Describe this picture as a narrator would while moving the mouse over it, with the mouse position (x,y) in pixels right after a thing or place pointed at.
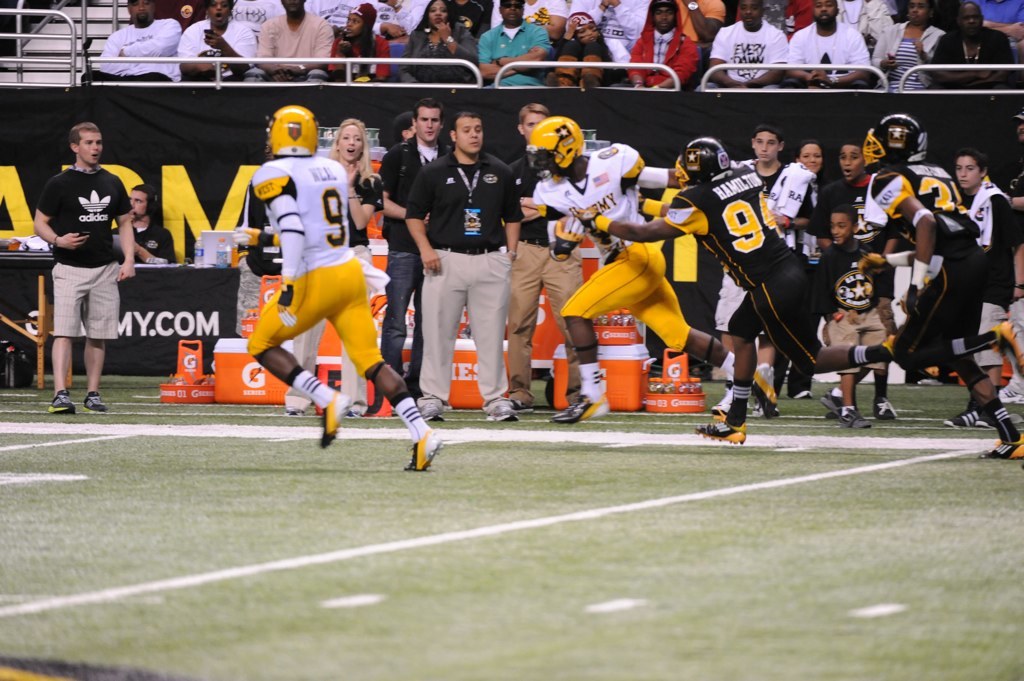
In this image I can see a ground (416,510) in the front (468,501) and on it I can see few people (274,200) are running. In the background (460,211) I can see many more people (581,0), few boards (2,91) and number of orange colour things (405,361). I can also see something is written in the background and I can also see white lines (138,427) on the ground (637,508).
